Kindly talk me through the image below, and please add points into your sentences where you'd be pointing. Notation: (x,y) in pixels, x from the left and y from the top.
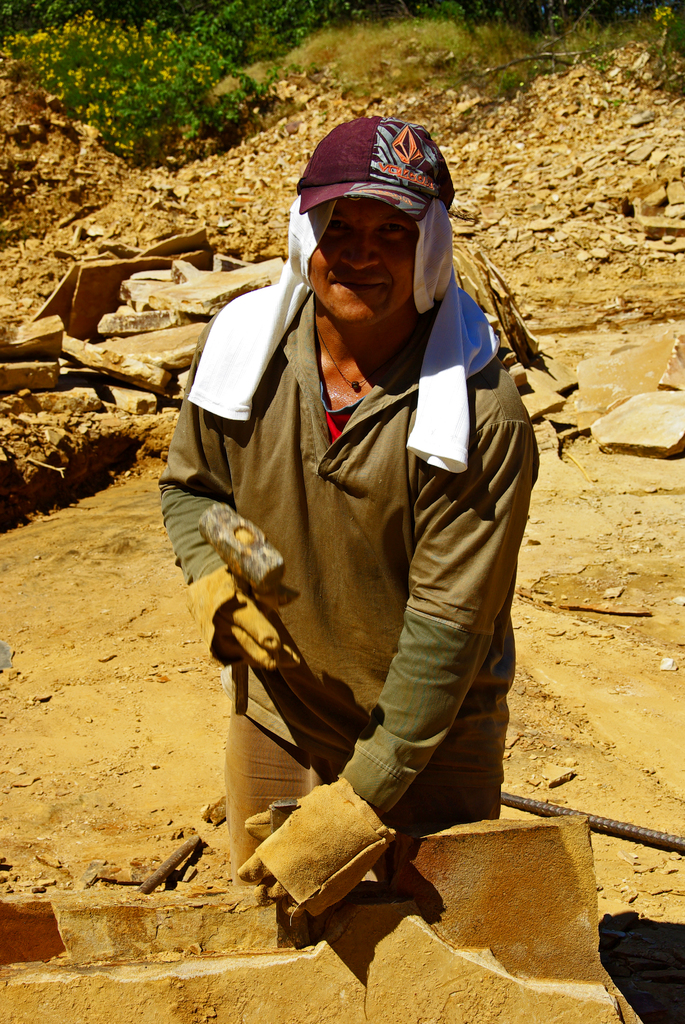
In this picture I can see there is a person (273,599) standing and in the backdrop (139,500) there is soil (77,489) and there are rocks (85,314) and there are plants (159,116).
